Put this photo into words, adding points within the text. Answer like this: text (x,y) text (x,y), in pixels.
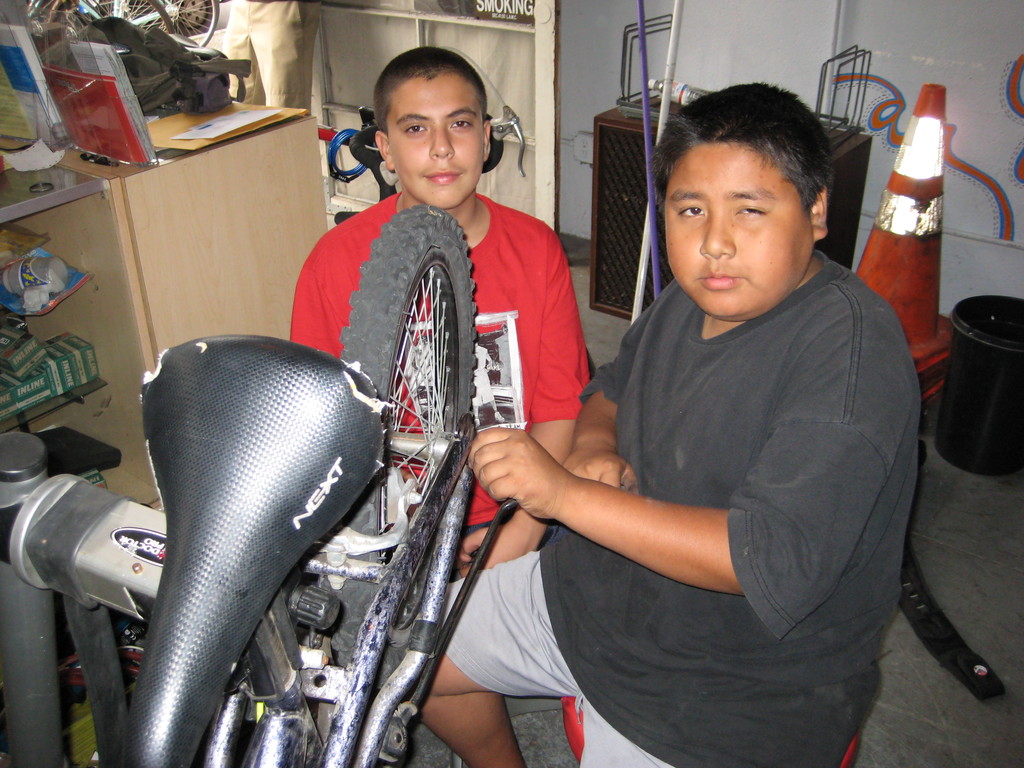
In the center of the picture (573,322) there are two people (629,384) repairing a bicycle (319,537). On the left (90,246) there is desk (176,203), on the desk (179,291) there are files (117,94), bags (157,53), boxes (55,344) and other objects (8,232). In the background (290,19) there are bicycles (159,19), a person's legs (293,47), spare part (360,135) of bicycle (518,116), closet (526,59), wall (619,66), speaker (632,157), indicator (902,227), dustbin (969,342) and other objects (625,28).
